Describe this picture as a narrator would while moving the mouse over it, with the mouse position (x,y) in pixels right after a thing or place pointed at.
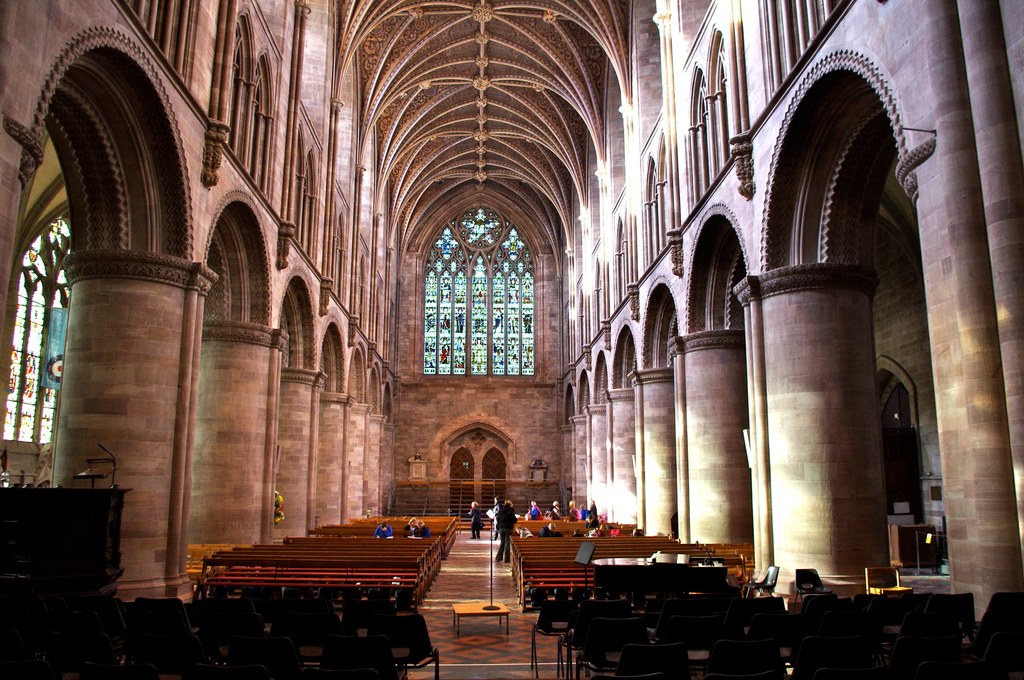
In this image, we can see the inside view of the building (538,338). Here we can see so many pillars (814,441), benches (522,549), chairs (150,649), walls (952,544), tables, some objects (119,511), glass windows (460,273). In the middle of the image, we can see a group of people (497,508). Top of the image (514,174), there is a roof (486,109).
